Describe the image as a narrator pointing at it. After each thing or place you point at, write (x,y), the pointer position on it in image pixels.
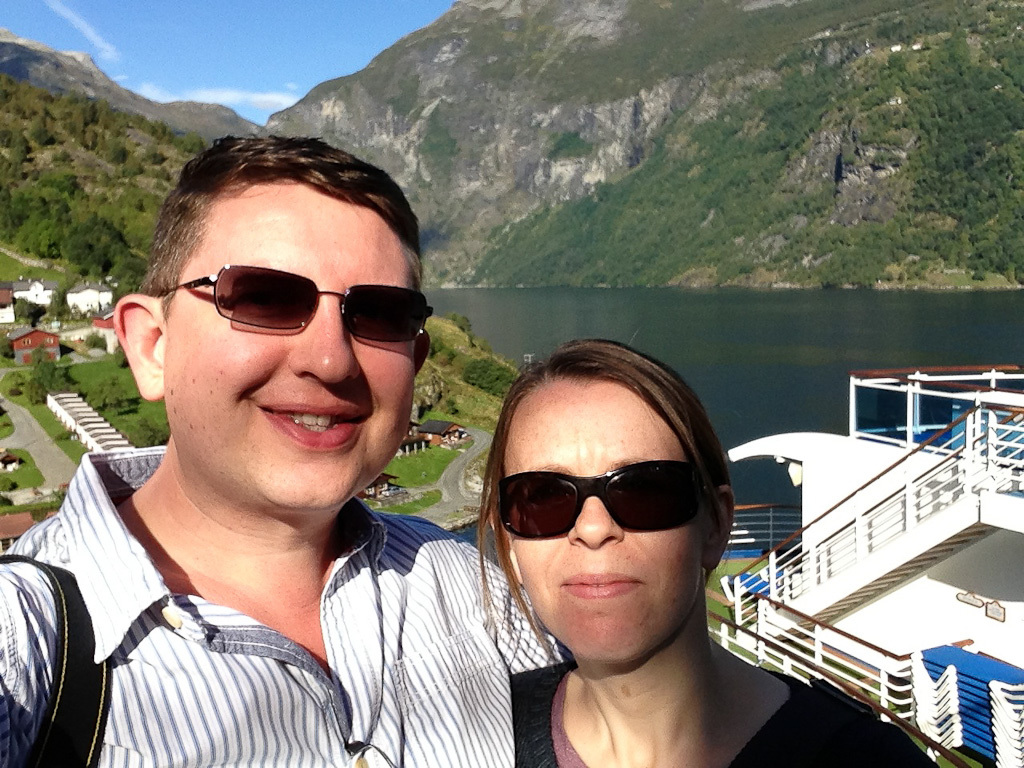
In this image, we can see two persons (353,595) wearing clothes (273,643) and sunglasses (350,313). There is a lake (738,323) beside the hill (556,144). There is a ship deck (766,440) in the bottom right of the image (886,589). There is a sky (170,56) in the top left of the image (170,42).
